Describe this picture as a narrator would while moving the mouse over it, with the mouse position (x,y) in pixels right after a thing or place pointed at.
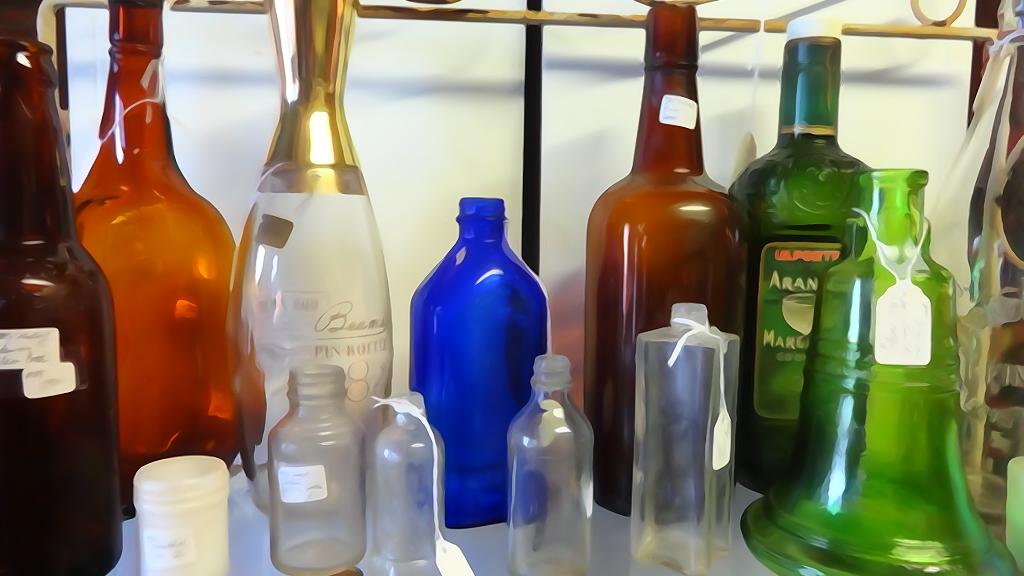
In this picture there are many bottles (498,339) which are placed on the table (263,520). To the left (33,432) there is a brown color bottle (55,378), an orange color bottle (144,284), a white color bottle (291,290). In the middle (507,358), there is a blue color bottle (494,330). Onto the right, there is a brown color bottle (697,266) and two green color bottles (849,310). There is a white box (180,535) on the table (262,554).
